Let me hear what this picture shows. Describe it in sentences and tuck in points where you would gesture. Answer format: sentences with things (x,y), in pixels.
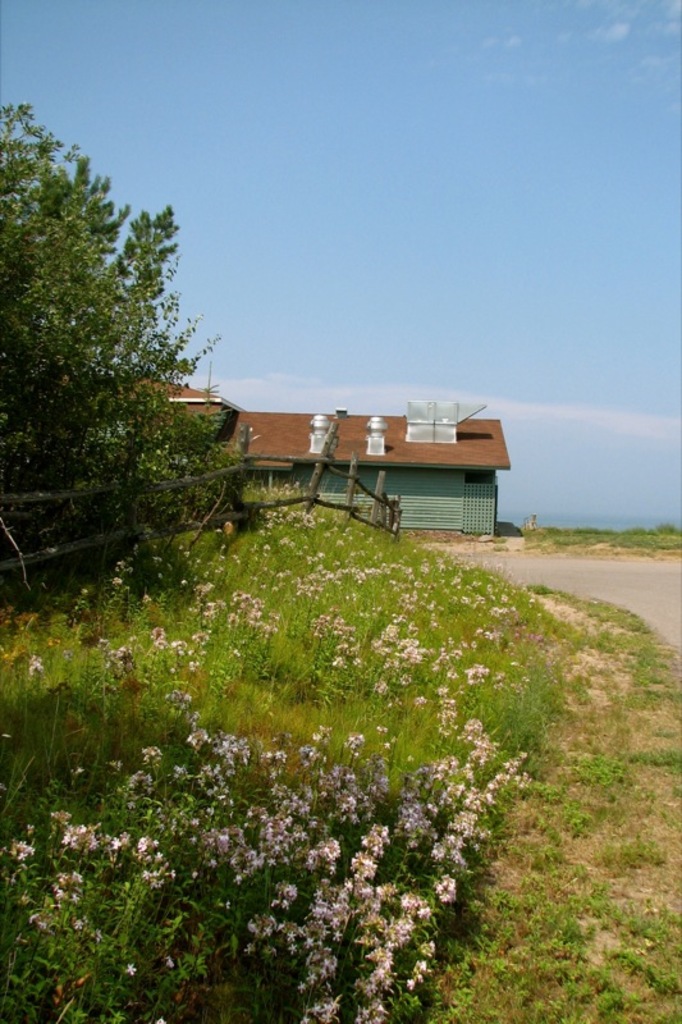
In this image I can see few flowers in white color. I can also see few plants (227,551) and trees (174,438) in green color. Background (476,365) I can see the house (455,489) and the sky (387,185) is in blue color.
